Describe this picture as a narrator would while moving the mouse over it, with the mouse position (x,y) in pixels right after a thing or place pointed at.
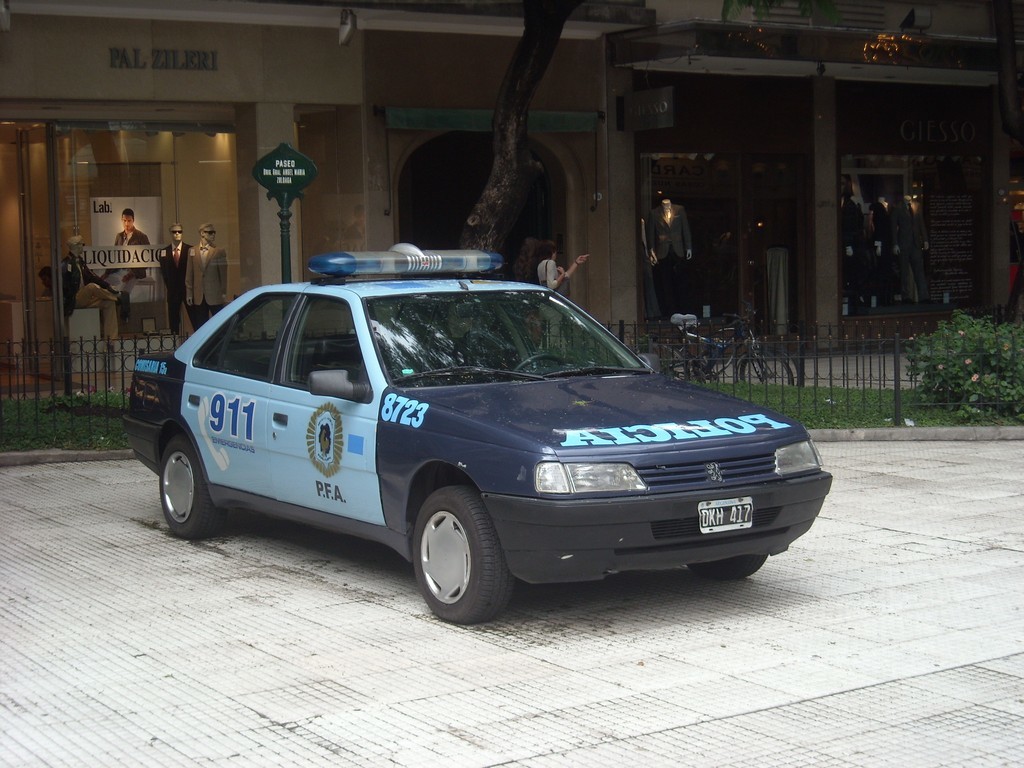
In this image there is a police car (457,425) on the floor (474,651). Behind the car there is a building (753,29). Under the building (725,165) there are stores (814,236) in which there are so many mannequins (863,225) which are dressed up with the suits (682,243). Beside the car (573,341) there is a garden (782,387) which is surrounded by the fence (857,366).
